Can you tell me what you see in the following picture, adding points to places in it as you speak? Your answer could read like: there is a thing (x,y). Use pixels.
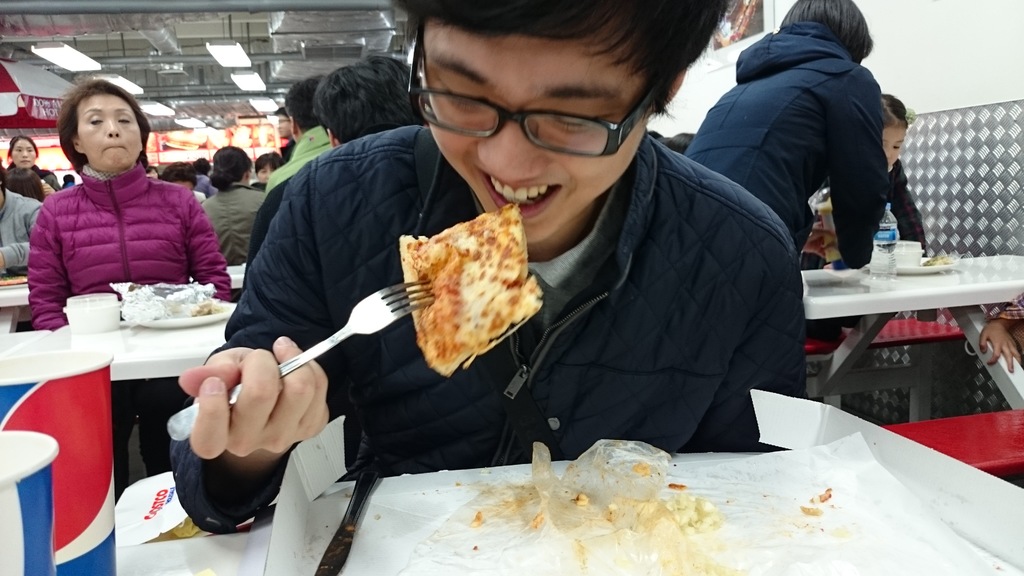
In this image, we can see a group of people (619,237). Among them, we can see a person (600,150) wearing spectacles (554,146) is holding a food item (424,282). We can also see some glasses (76,401). We can see the roof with lights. There are some tables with objects (657,569).
